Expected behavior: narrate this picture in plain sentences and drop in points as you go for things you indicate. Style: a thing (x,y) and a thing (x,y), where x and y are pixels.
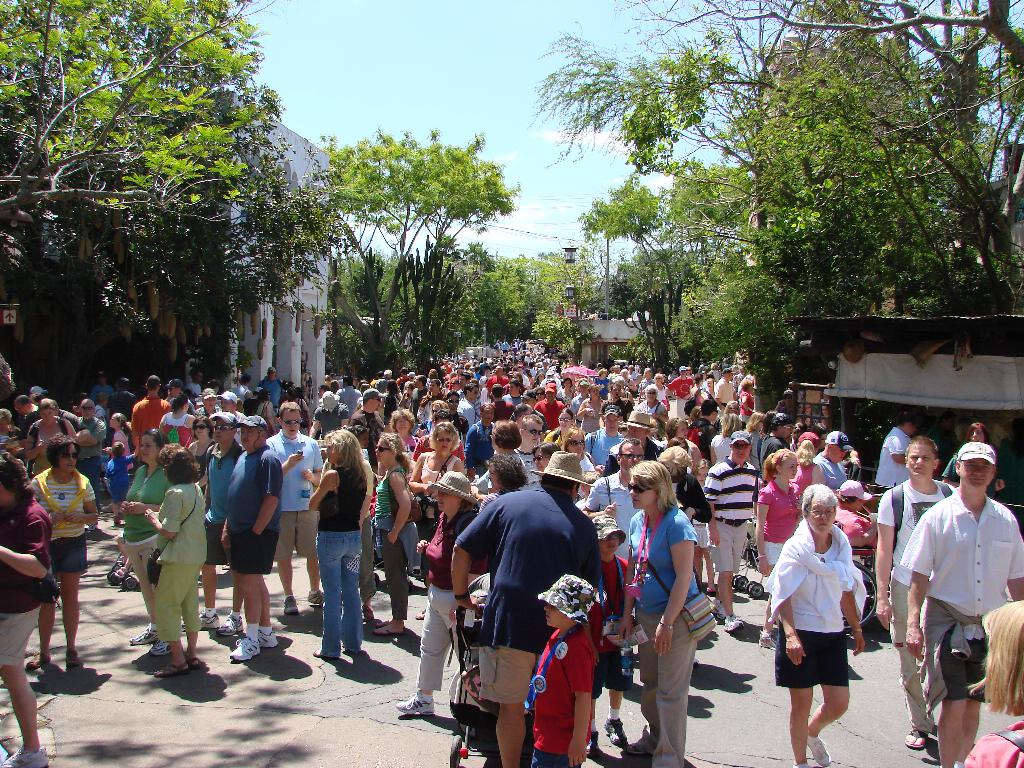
In the picture we can see many people (508,635) are standing and talking to each other and behind them, we can see the trees (441,294) and the sky (529,209) with clouds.
